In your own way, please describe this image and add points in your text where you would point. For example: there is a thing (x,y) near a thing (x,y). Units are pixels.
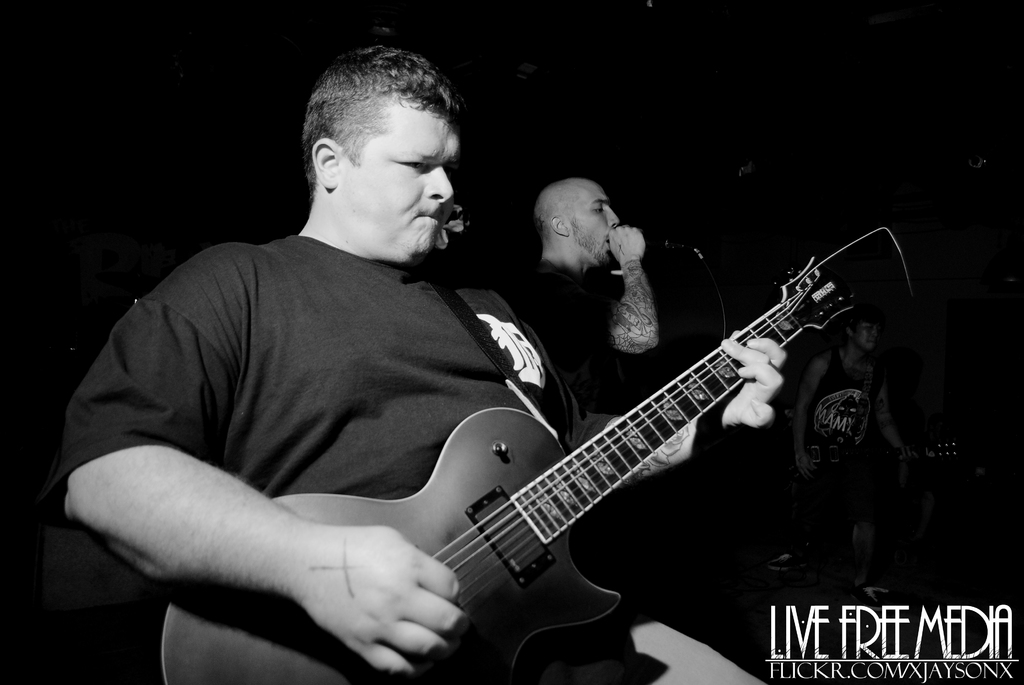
In the image we can see there are persons (799,462) who are holding guitar (506,580) in their hand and the man (638,244) in the middle (609,332) is holding mic (652,242) in his hand (632,257). The image is in black and white colour.
